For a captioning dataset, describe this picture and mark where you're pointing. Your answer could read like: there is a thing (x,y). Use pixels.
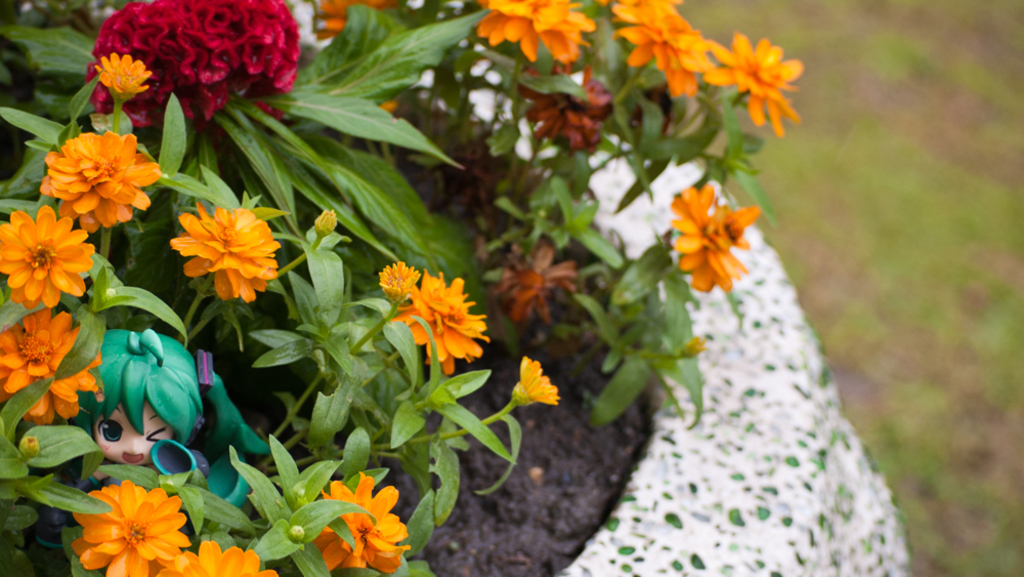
In this image I can see the flowers (71,381) to the plant (275,339). I can see these flowers (205,229) are in red and yellow color. I can see the toy (116,420) in-between the plant (67,413). To the side I can see the rock (787,446) and the grass (860,154) but it is blurred.
